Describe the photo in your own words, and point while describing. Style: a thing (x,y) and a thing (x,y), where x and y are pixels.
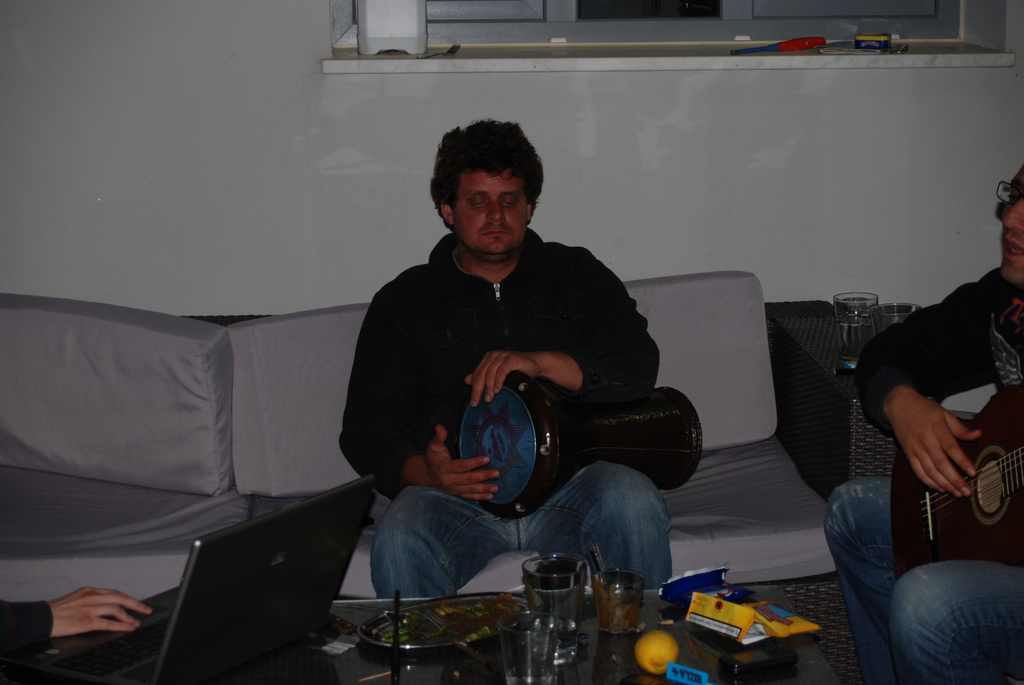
In this picture there is a man (443,422) sitting on a sofa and holding an object (521,488). There is a laptop (248,656), glass (557,657), fruit (668,645) and few objects (727,614) on the table (628,642). There is a person (952,429) playing a guitar (940,500). There is a window (831,37) on the wall (765,72).
